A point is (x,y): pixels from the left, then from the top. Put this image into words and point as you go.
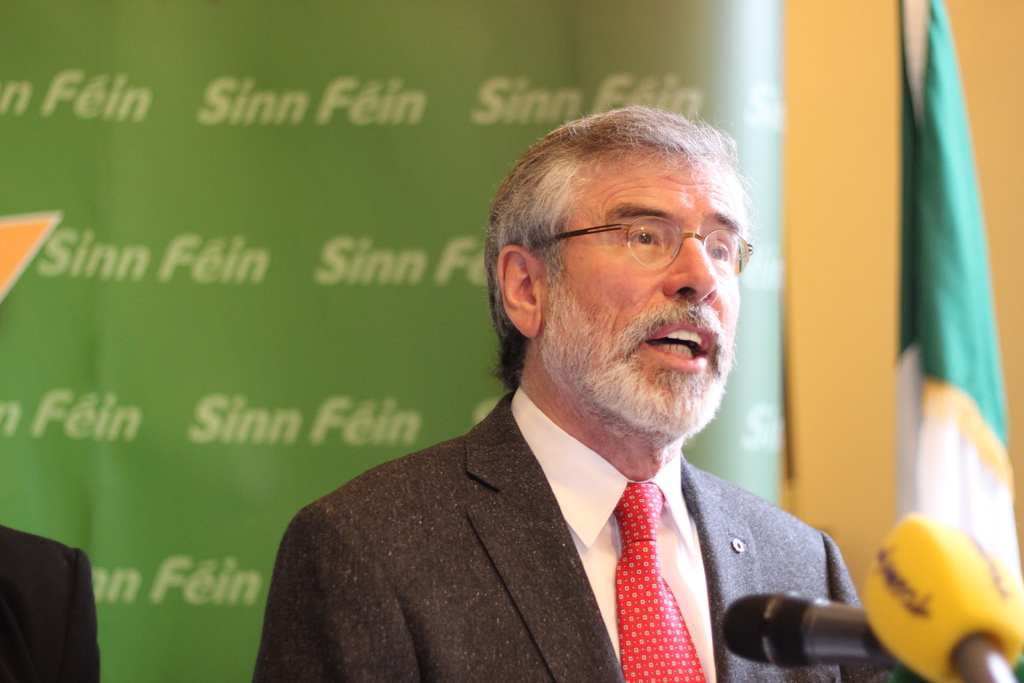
In the picture I can see man (632,543) is wearing spectacles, a red color tie (651,605), a shirt (613,571) and a coat (439,585). Here I can see microphones (825,622). In the background (934,412) I can see a flag (931,396) and a banner (331,292) which has something written on it. The background of the image (328,305) is blurred.
